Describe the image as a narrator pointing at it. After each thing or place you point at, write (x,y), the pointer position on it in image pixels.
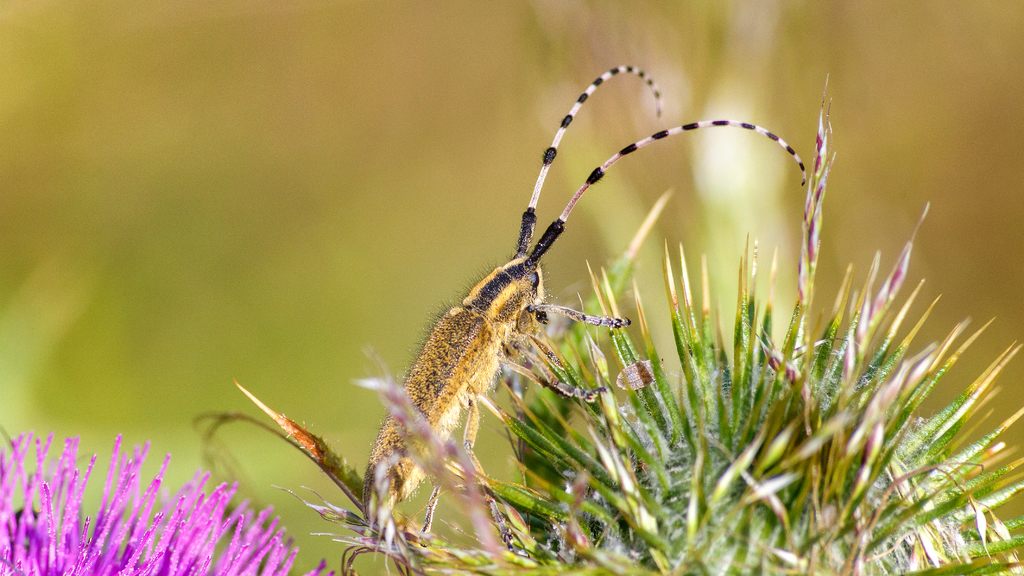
In this image we can see a flower (880,378) and an insect (454,343) on the flower (824,414) and a blurry background (368,253).
